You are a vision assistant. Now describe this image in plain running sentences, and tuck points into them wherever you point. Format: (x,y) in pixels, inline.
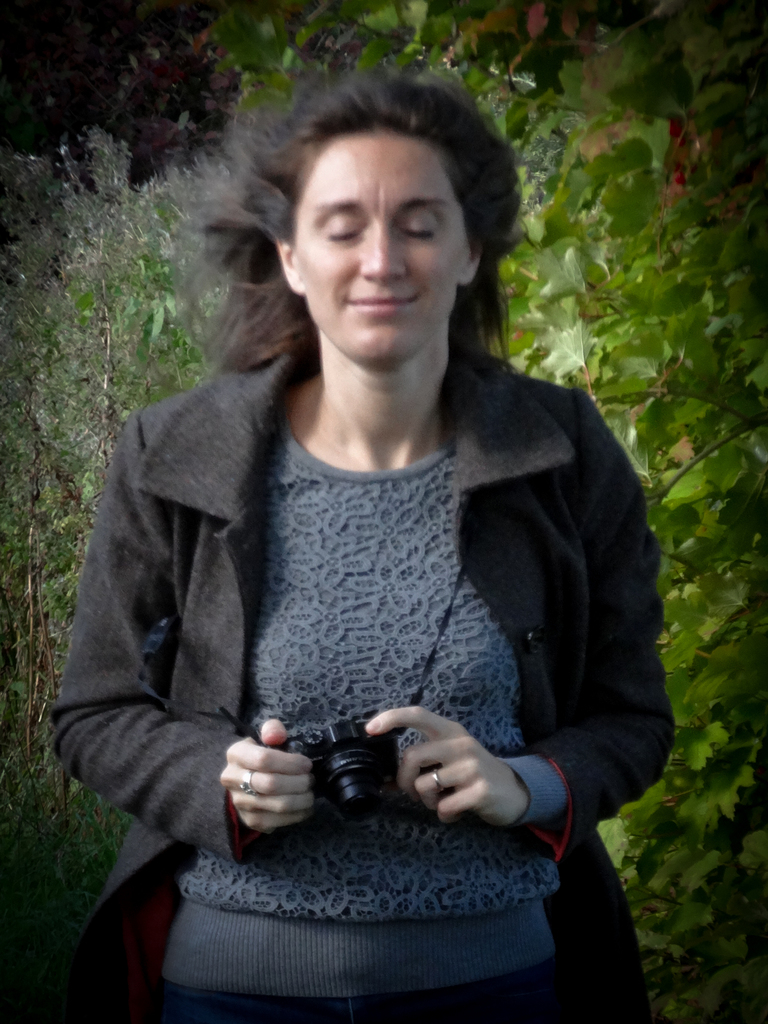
In this image there is a woman (561,703) standing. She is closing her eyes (349,230). She is smiling. She is holding a camera (331,783) in her hands (456,755). Behind her there are plants (662,83).
